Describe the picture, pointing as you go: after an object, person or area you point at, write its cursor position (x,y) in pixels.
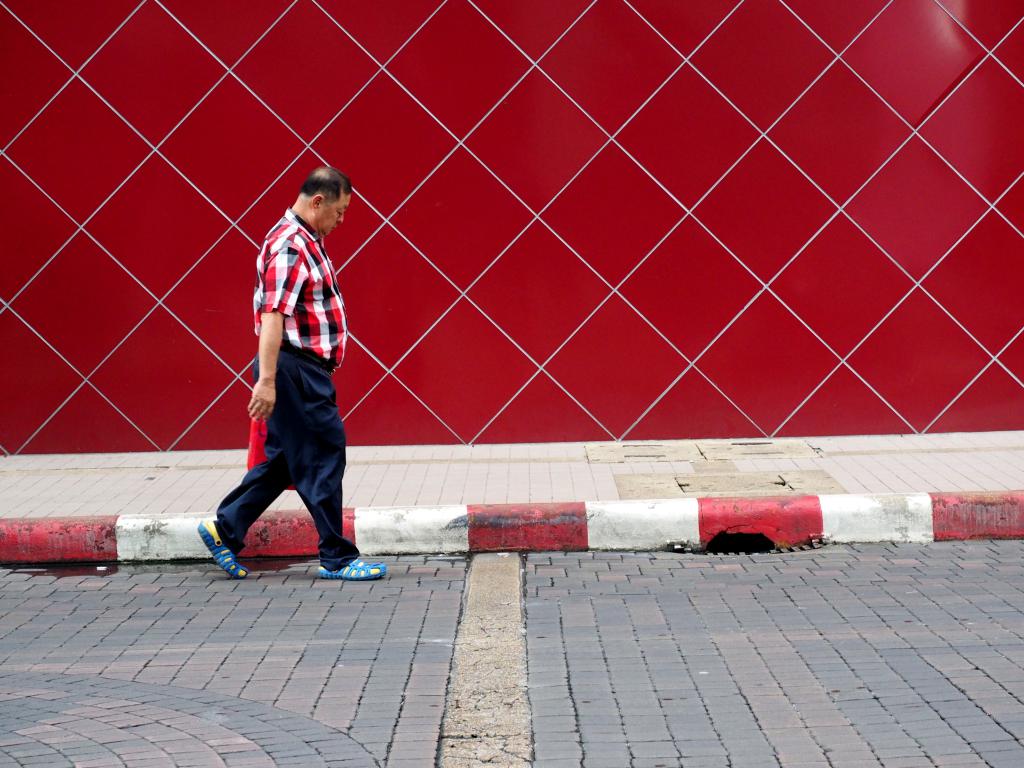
In this picture we can see a person (225,542) walking on the ground (826,620) and in the background (352,47) we can see red color.
